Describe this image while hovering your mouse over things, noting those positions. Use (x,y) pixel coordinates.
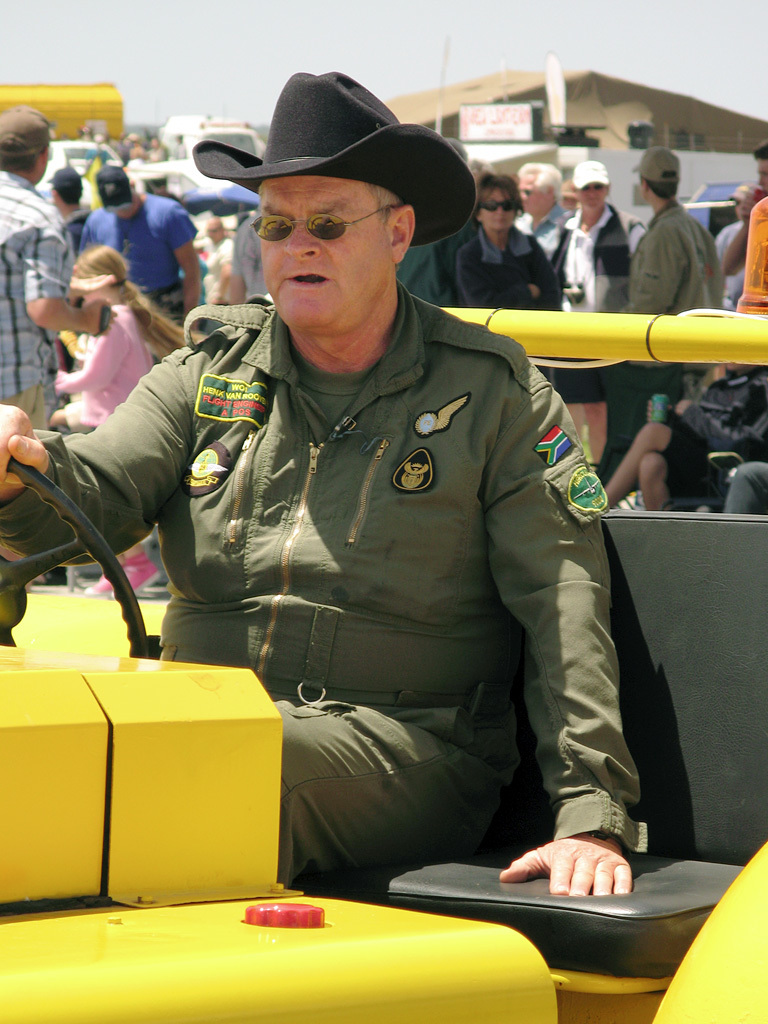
In this image in the center (289,573) there is a man (289,573) sitting in a vehicle (547,792) wearing a black colour hat (319,140). In the background (131,213) there are persons (147,200) and there are buildings (681,140), there are cars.
